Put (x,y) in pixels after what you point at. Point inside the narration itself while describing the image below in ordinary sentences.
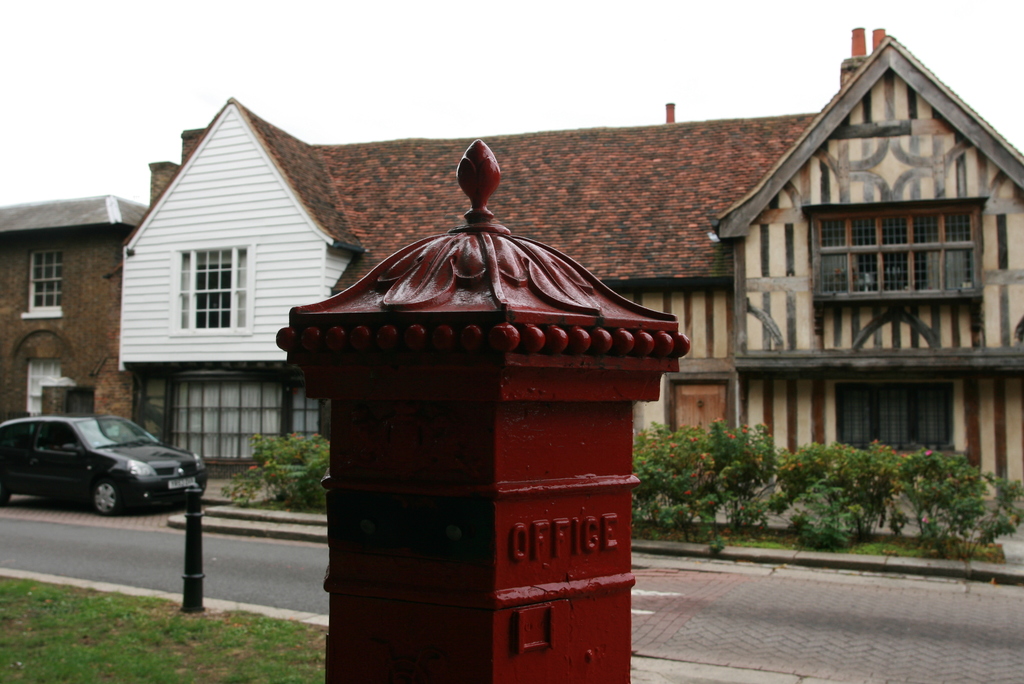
In the image we can see the house (772,327) and the windows (175,328). Here we can see the vehicle (125,495) and the road (274,581). Here we can see poles (191,508), grass (132,645), plants (681,506) and the sky (631,49).
